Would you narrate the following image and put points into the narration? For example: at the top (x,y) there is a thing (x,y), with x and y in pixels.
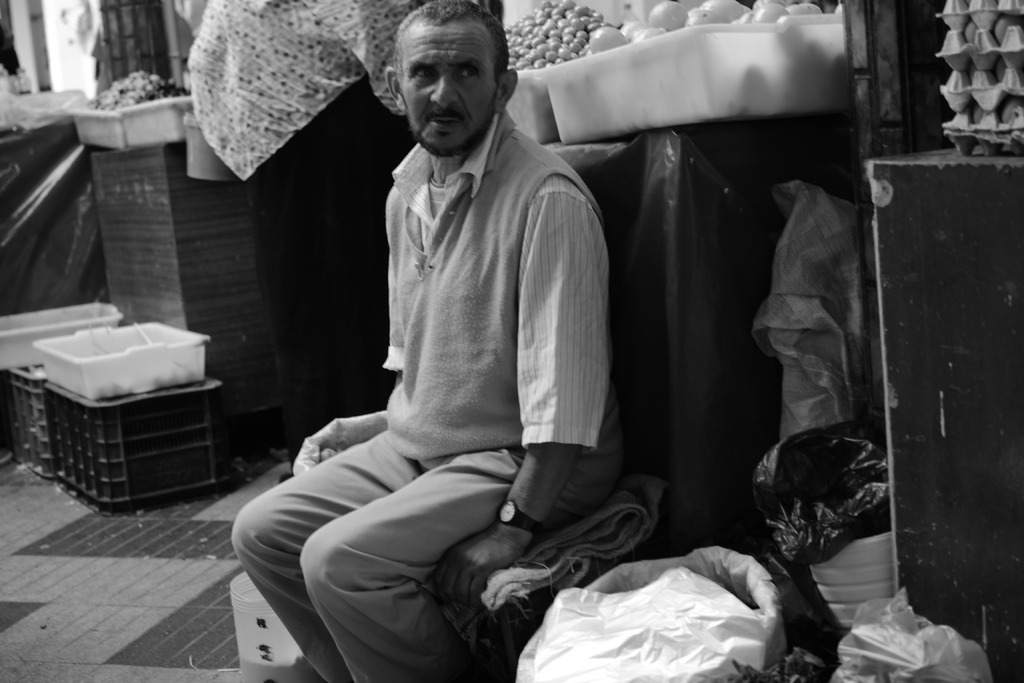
It is a black and white image, there is a man (464,427) sitting on some stool (537,587), around the man (393,513) there are onions (632,38), eggs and some other items (586,666) and looks like a store (727,266).
